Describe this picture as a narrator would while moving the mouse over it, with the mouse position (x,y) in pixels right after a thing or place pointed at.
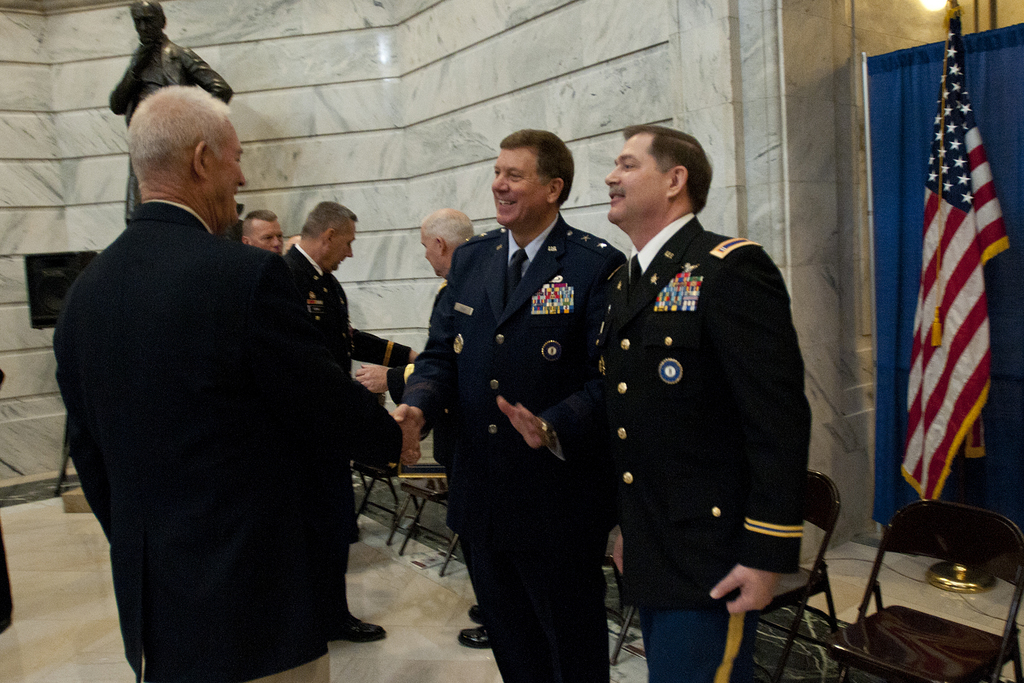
In this image there are people (336,385) standing and shaking their hands (409,410), behind the people (583,530) there are chairs (905,630), in the background (19,35) there is a wall (748,138), near the wall (378,96) there is a statue (160,70), on the right side (936,368) there is a flag (958,138) and a curtain (1023,436).
